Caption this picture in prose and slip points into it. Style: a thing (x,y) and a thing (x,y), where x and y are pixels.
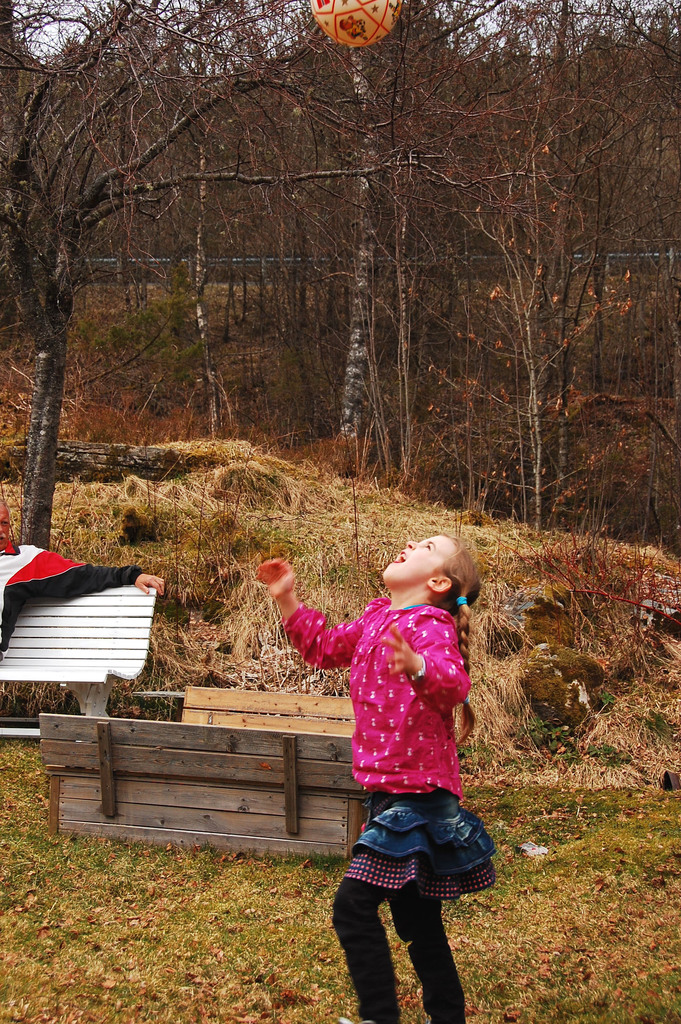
In this image i can see girl (412,673) standing and looking up at the back ground (395,90) i can see a bench (222,753), a tree (286,160) and a sky (222,39).
